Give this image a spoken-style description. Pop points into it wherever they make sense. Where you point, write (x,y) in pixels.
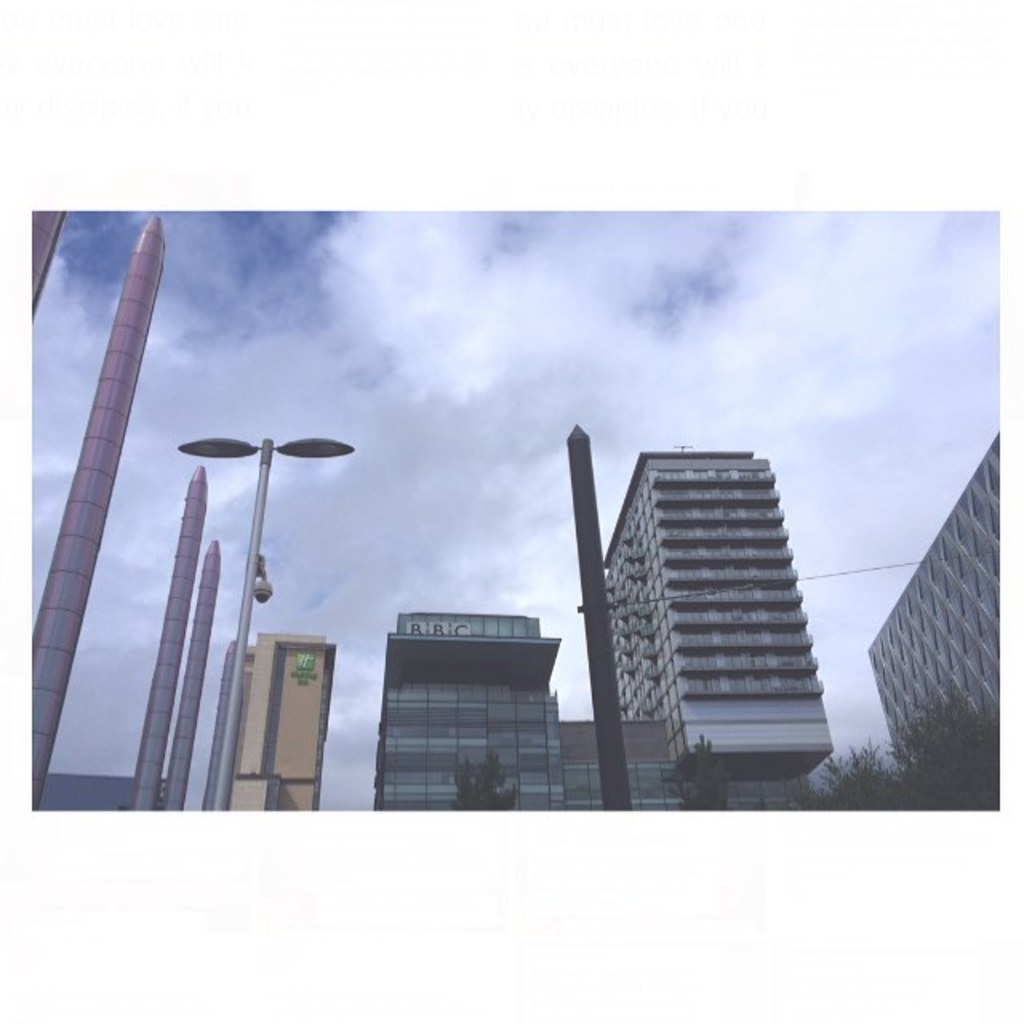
In this picture we can see the view of many buildings (238,782), poles (52,578) and trees (846,776) from the bottom. Here the sky (487,318) is blue with white clouds (504,454).
